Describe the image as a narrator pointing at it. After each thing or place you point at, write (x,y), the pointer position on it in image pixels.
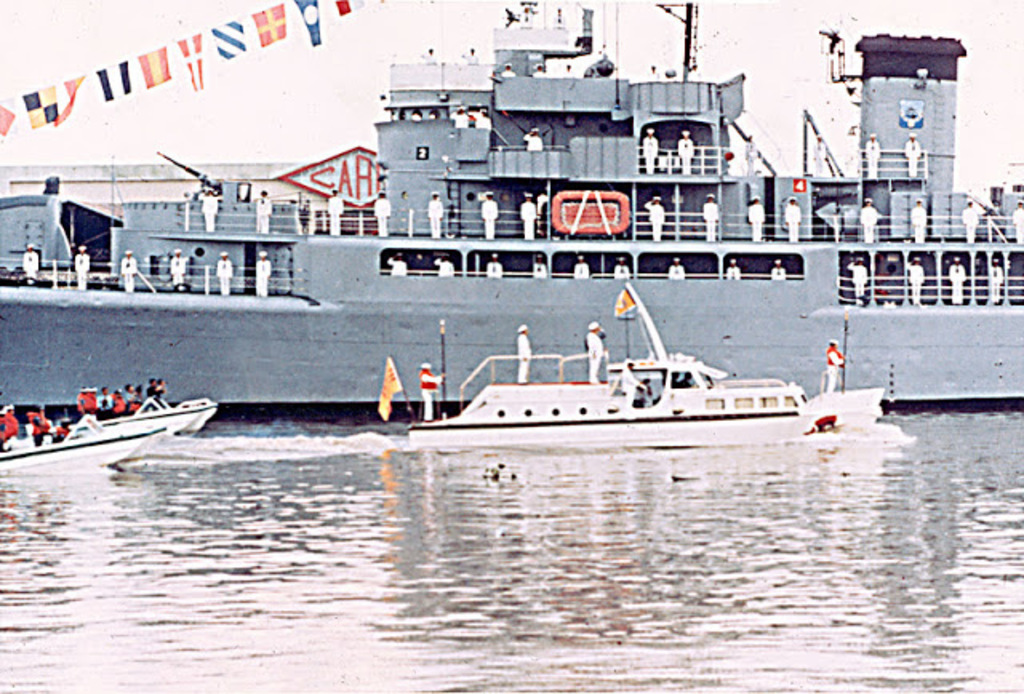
In this image, we can see water (640,586), there are some white color boats (72,432), there is a big ship (769,328) and there are some people (954,271) standing in the ship (299,231), they are wearing white color dresses (1017,211).
